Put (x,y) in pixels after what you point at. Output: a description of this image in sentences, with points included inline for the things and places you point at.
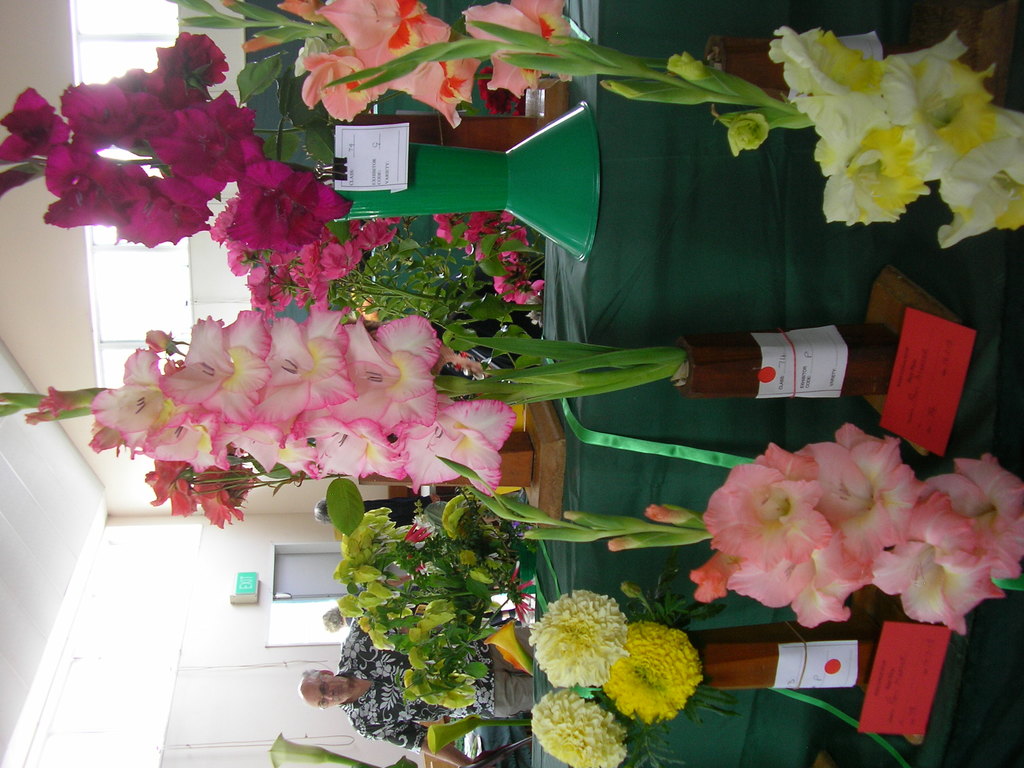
In this picture, it seems like flower pots (713,386) in the foreground area of the image (489,446), there is a person (332,681) and a door (323,637) in the background (328,593).
